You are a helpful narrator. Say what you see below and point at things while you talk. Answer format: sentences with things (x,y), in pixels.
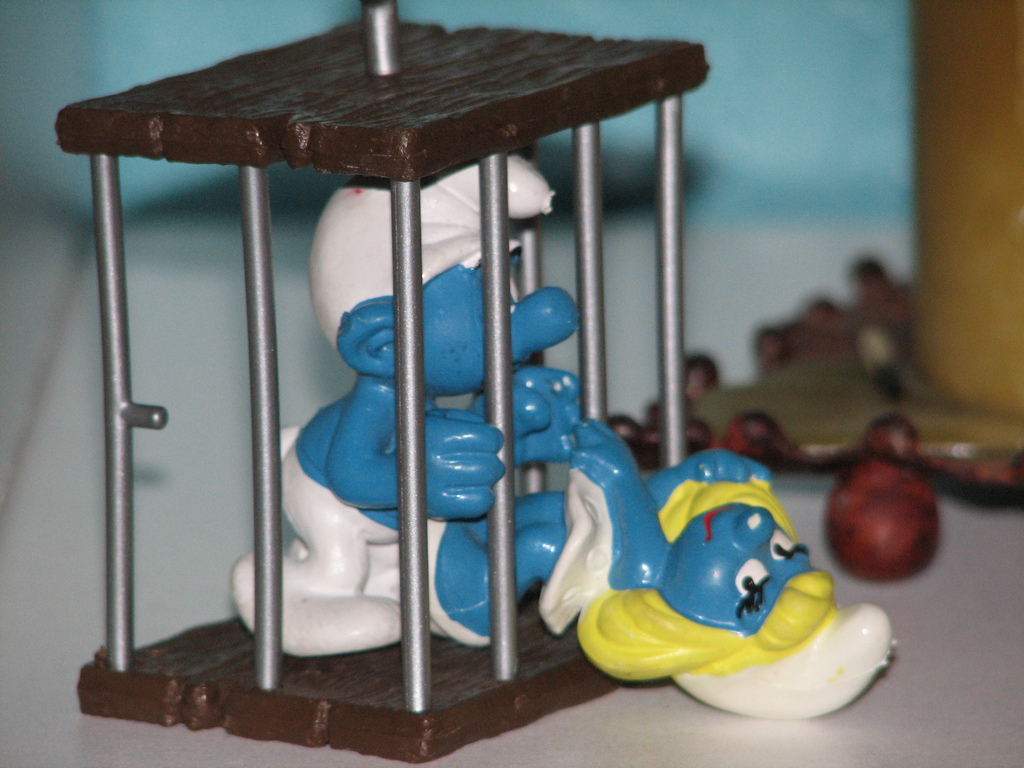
In the image in the center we can see one table (74,643). On the table (54,666), we can see one toy cage (537,474) and few other toys (560,493). In cage (506,434), we can see one toy (494,476).
